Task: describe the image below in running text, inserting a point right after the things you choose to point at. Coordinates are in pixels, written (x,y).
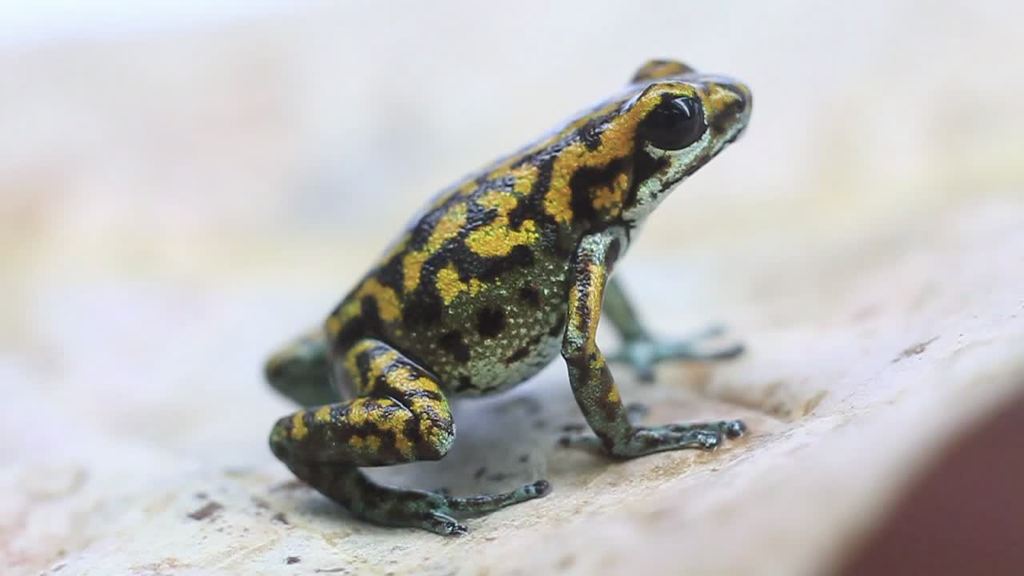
In this picture we can see a frog (650,142) on the surface (265,438) and in the background (904,47) it is blurry.
